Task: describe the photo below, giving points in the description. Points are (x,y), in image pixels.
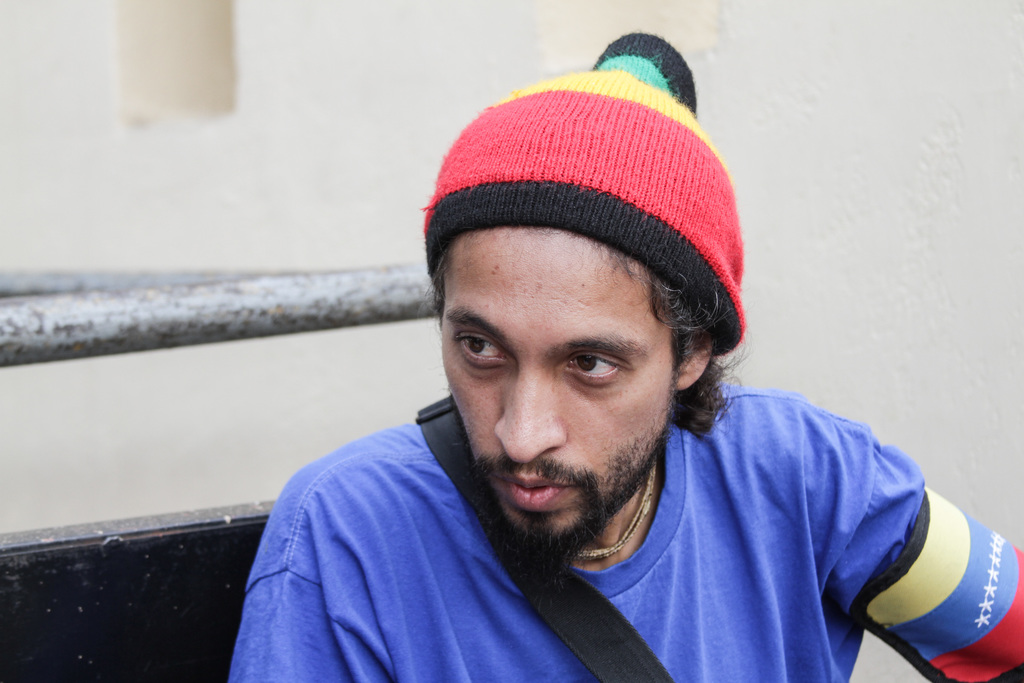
In the image we can see a man (734,615) wearing clothes (680,587), cap (696,141) and a chain (609,552). This is a wall (900,316).
